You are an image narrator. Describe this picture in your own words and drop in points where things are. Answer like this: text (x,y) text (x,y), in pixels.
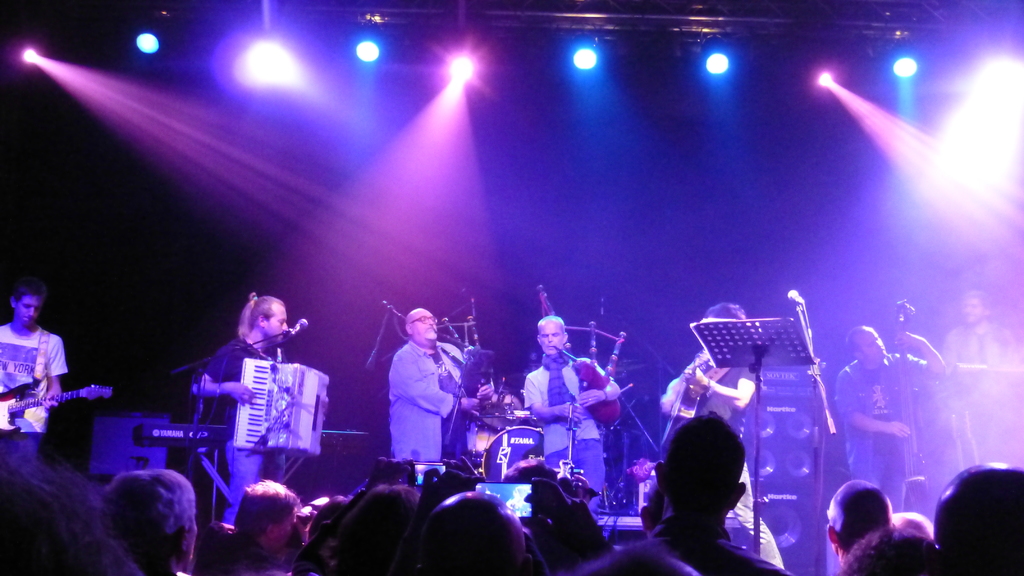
there are many people (716,383) standing and playing musical instruments (444,329) with a microphone (570,428) in front of them there are some people (607,556) standing in front of them.
